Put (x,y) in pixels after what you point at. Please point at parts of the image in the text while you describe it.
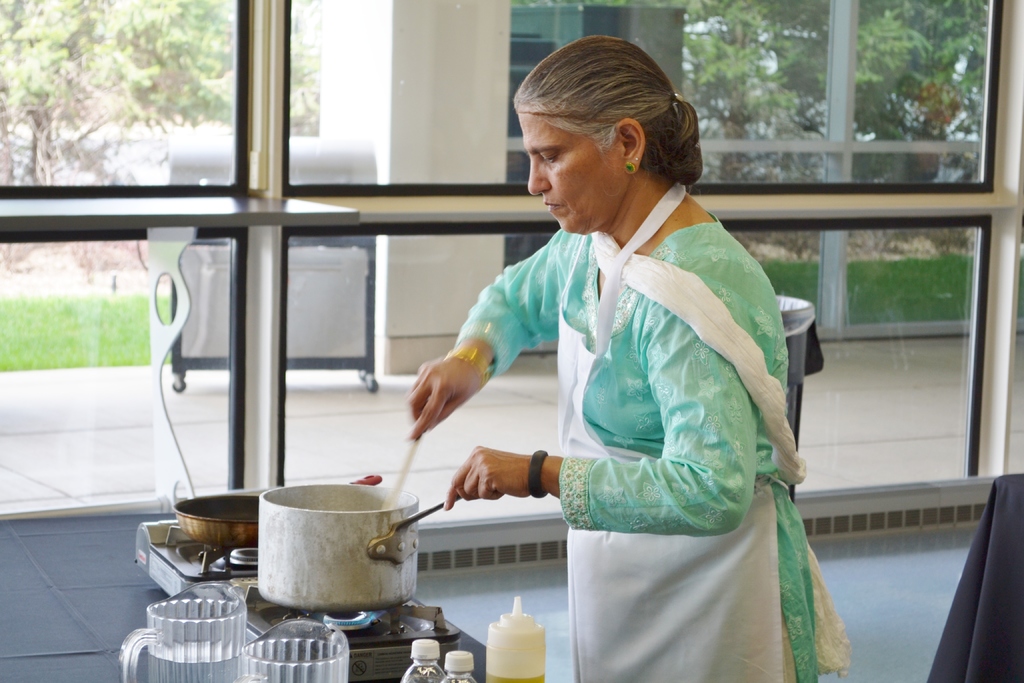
A woman (633,273) is cooking on this stove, she wore green color dress (680,406). This is the glass wall (520,181), outside this there are trees (144,9).
